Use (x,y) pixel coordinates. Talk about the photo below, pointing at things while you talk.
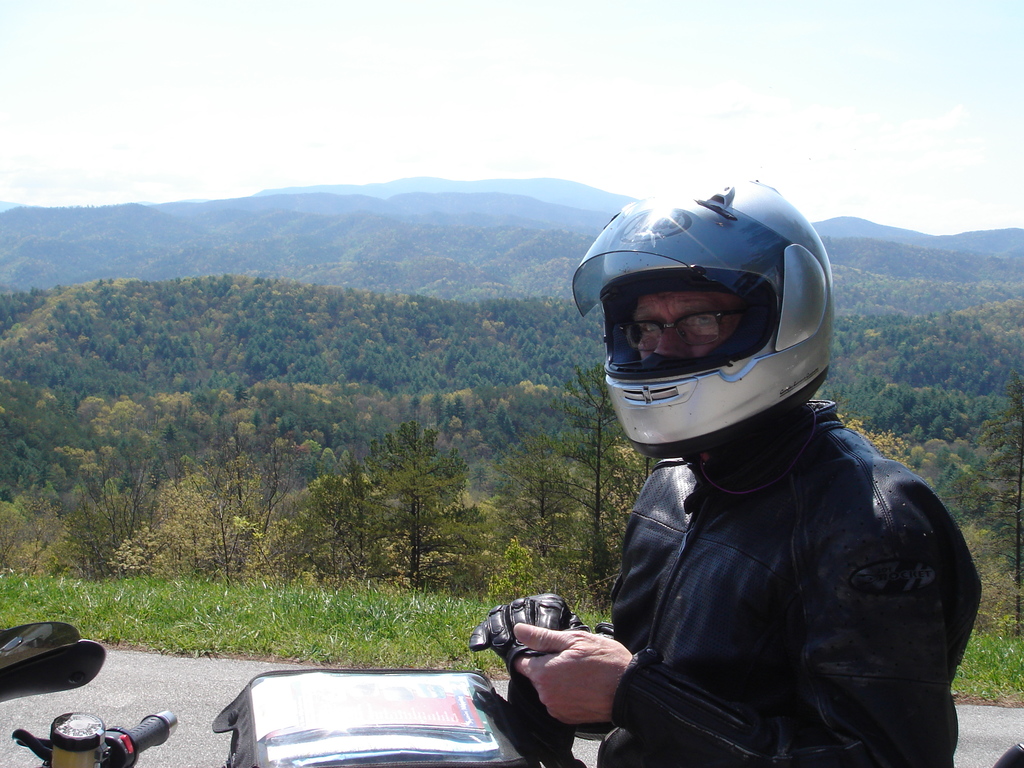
In this picture we can see a person (708,638) on a motorcycle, he is wearing a helmet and in the background (586,515) we can see trees (586,515), mountains (846,263) and sky (1022,133).
